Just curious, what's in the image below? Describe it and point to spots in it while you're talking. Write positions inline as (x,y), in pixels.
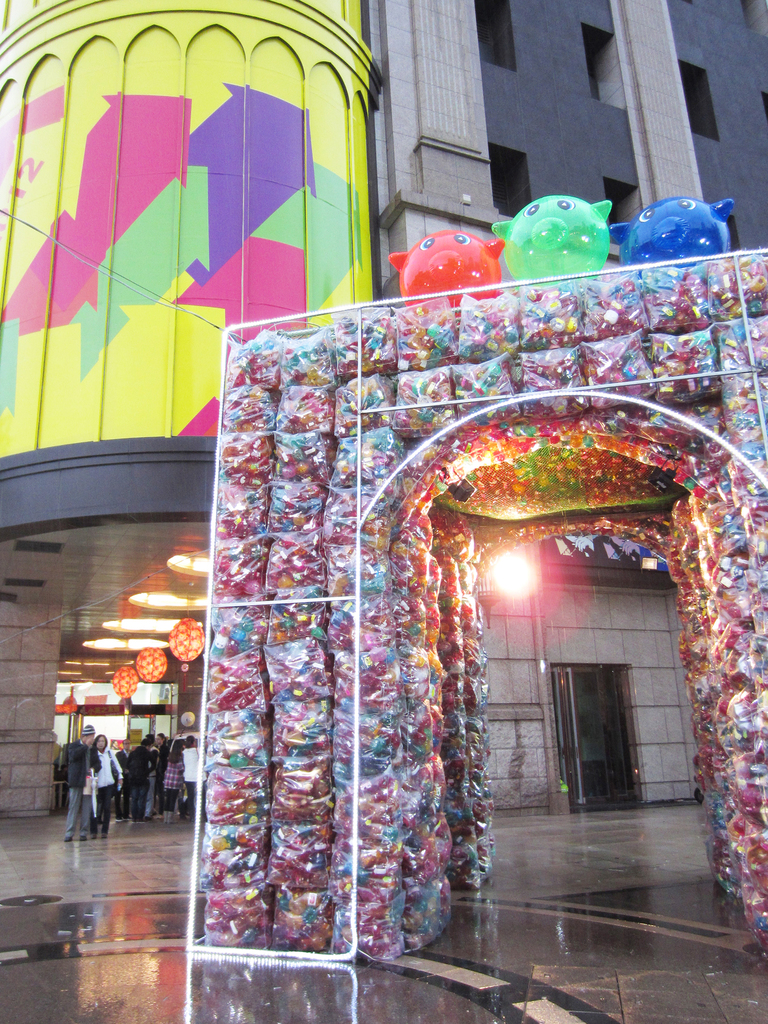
In this image we can see buildings (171,391) and the bottom of the building (142,588) there are lights (199,599), balloons (184,632) and we can see few people (117,783) are standing on the floor (121,854).
